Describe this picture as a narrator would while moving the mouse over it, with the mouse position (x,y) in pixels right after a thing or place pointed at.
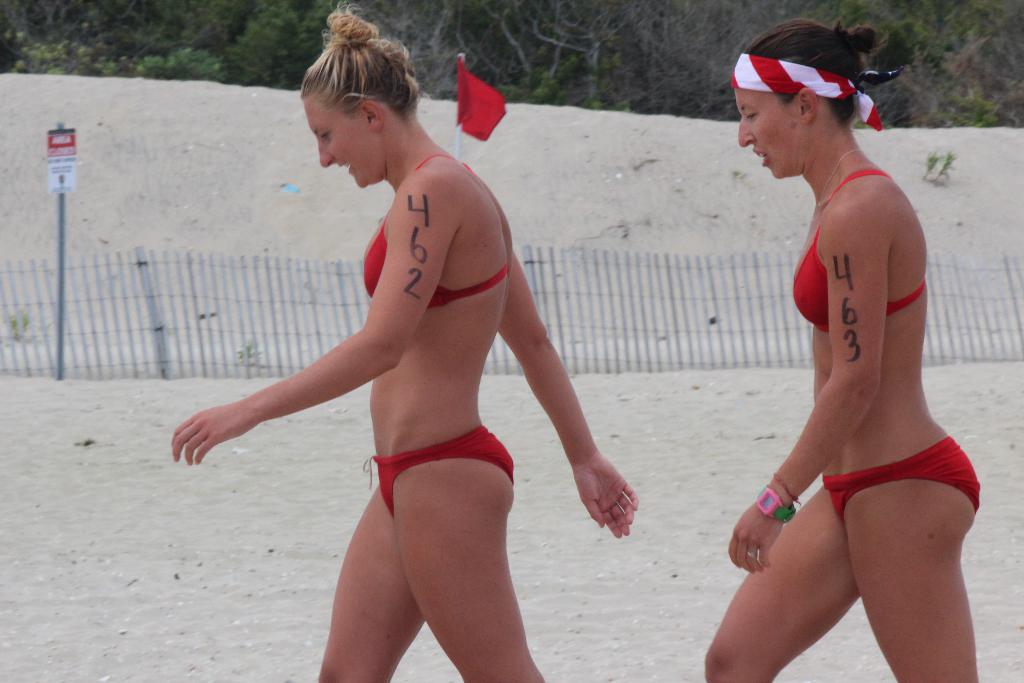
In this image we can see two ladies (497,492), there are numbers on their hands (436,247), we can see the fencing (296,280), flag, signboard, also we can see trees (534,75), and plants (559,91).
